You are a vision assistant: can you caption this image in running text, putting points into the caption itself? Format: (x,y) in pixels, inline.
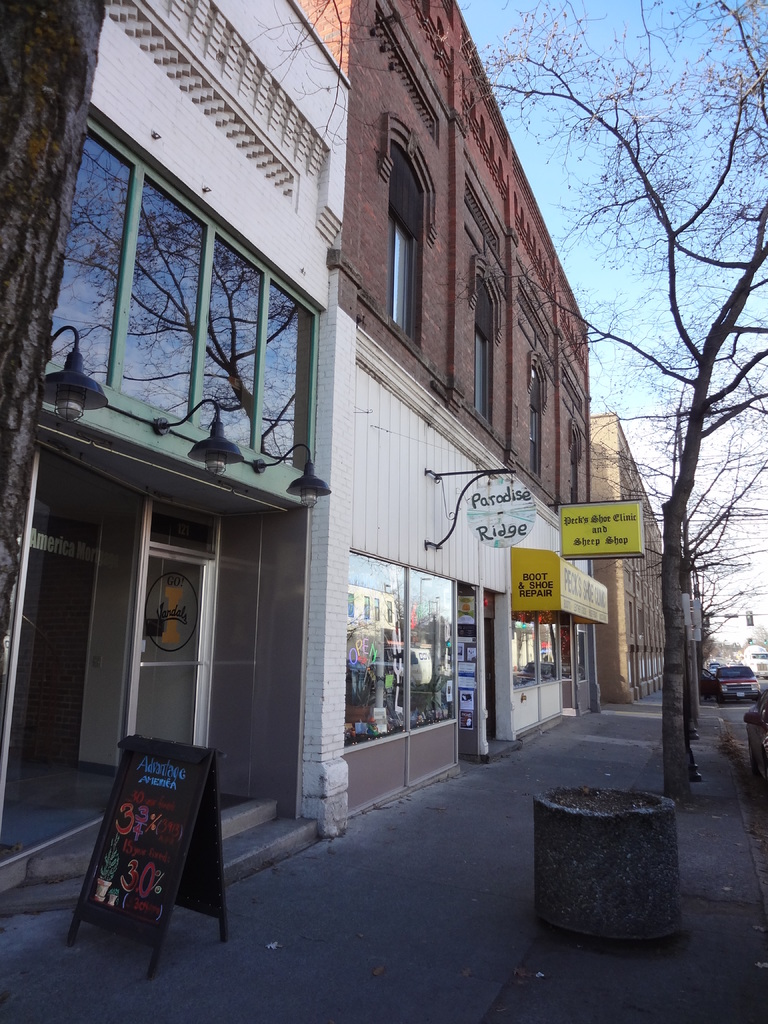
In the image we can see a building (321,381) and the windows (395,284) of the building (460,341). This is a board (170,777), light (83,405), stairs (270,823), footpath (467,893), tree (720,396) and a pale blue sky (619,55). We can even see there are vehicles (708,687).
